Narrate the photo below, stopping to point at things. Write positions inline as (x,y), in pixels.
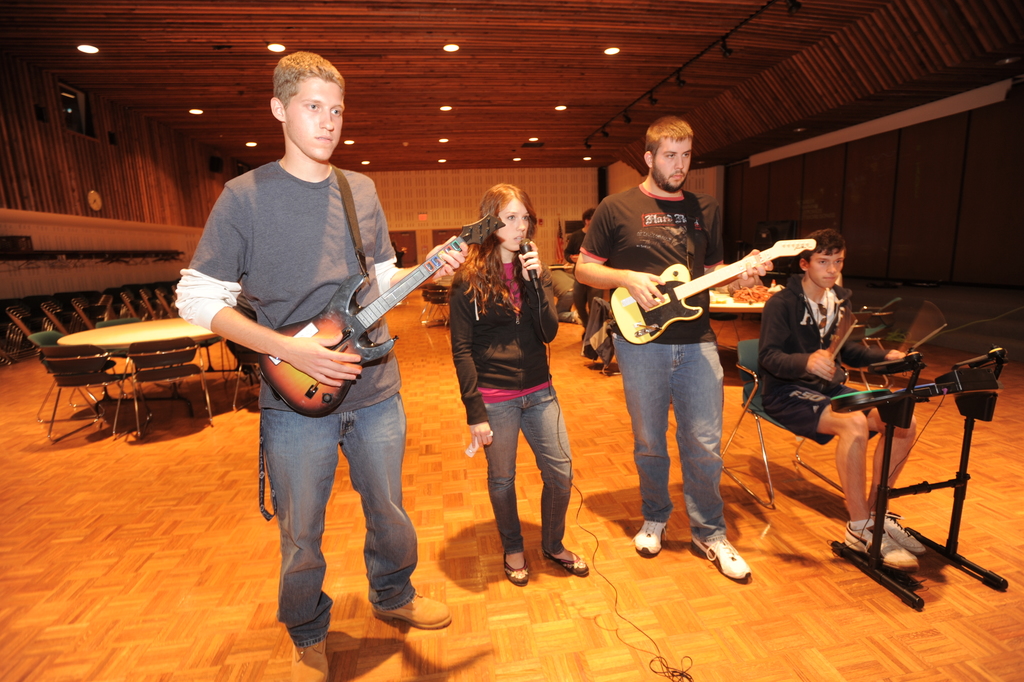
The image consists of people (709,437) in which the man (693,275) to the right side (709,273) is holding a guitar (651,332) with his hand (637,282) and the girl (494,297) in the middle (488,341) is holding a mic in her hand (536,265) and the boy (274,260) to the left side (301,515) is also holding the guitar (340,347) with his hand (301,366). There is a man (795,373) sitting beside the man (671,216) who is playing the guitar (676,286). At the background (717,306) there is wall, tables (115,332) and chairs (166,348). At the top (149,74) there is ceiling (140,41) and lights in between them.
